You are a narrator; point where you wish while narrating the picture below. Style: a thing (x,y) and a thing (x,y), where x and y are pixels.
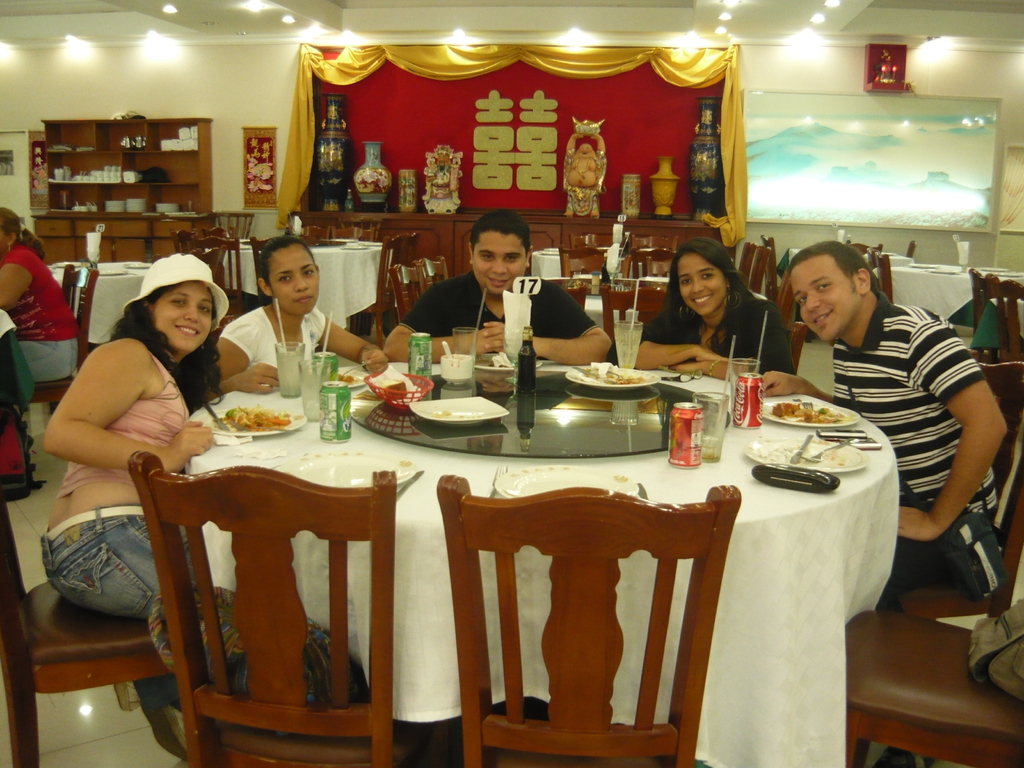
This is the picture of five people (874,338) sitting on the chair (1011,462) around the table (853,505) on which there are some things (780,465) placed and behind them there are some chairs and tables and a shelf (206,118).
